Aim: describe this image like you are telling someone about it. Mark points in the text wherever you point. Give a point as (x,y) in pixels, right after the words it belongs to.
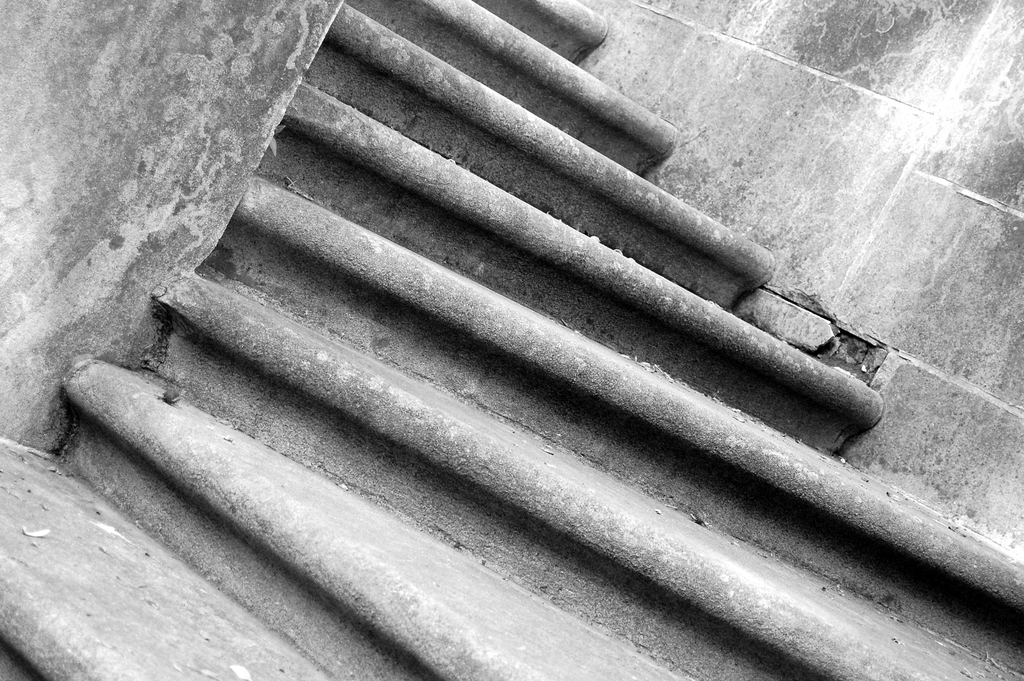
There are stairs (518,321) in the foreground area of the image (439,327).
